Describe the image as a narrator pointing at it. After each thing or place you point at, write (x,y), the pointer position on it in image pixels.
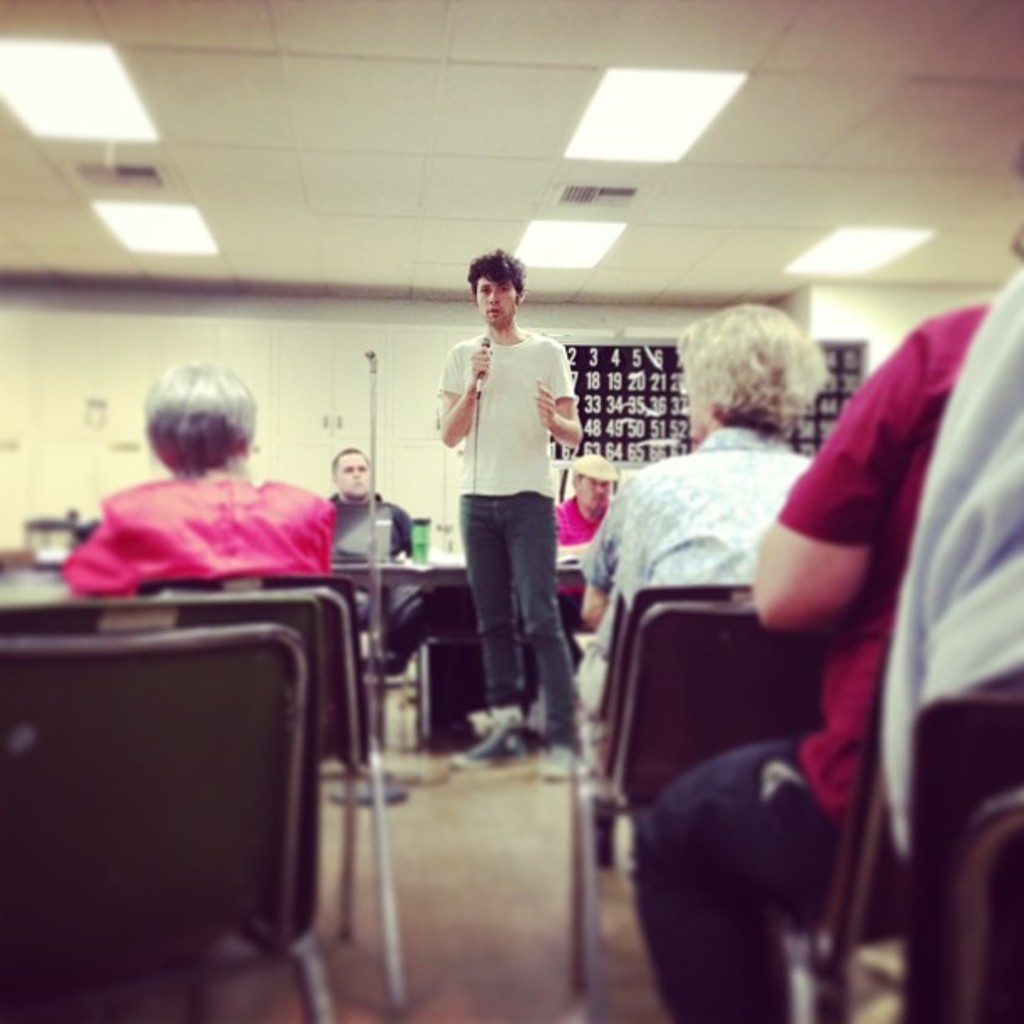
In the foreground of the picture (154,885) there are chairs (687,680), people (918,646). In the center of the picture (464,558) there are table (421,575), people (398,539), bottle (419,545), a person (520,425) holding mic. In the background (383,342) there are closet (383,371), board (609,383) and other objects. At the top (382,147) there are lights (651,126) and ceiling (562,136).
